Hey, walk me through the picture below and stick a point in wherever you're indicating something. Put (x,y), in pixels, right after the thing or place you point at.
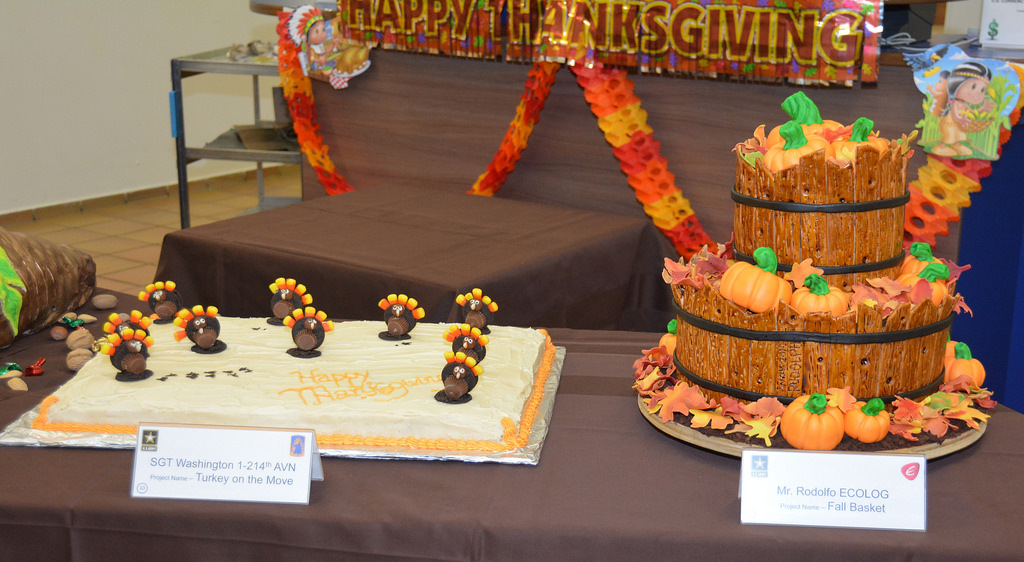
In this image there are tables (611,447). On the table (793,536) there is a cake (804,280) in the foreground (426,447). There is a tray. There are display boards (255,474). There is a board (378,40) with text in the background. There is paper flower (688,220). There is a wall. There is a floor (144,231).
